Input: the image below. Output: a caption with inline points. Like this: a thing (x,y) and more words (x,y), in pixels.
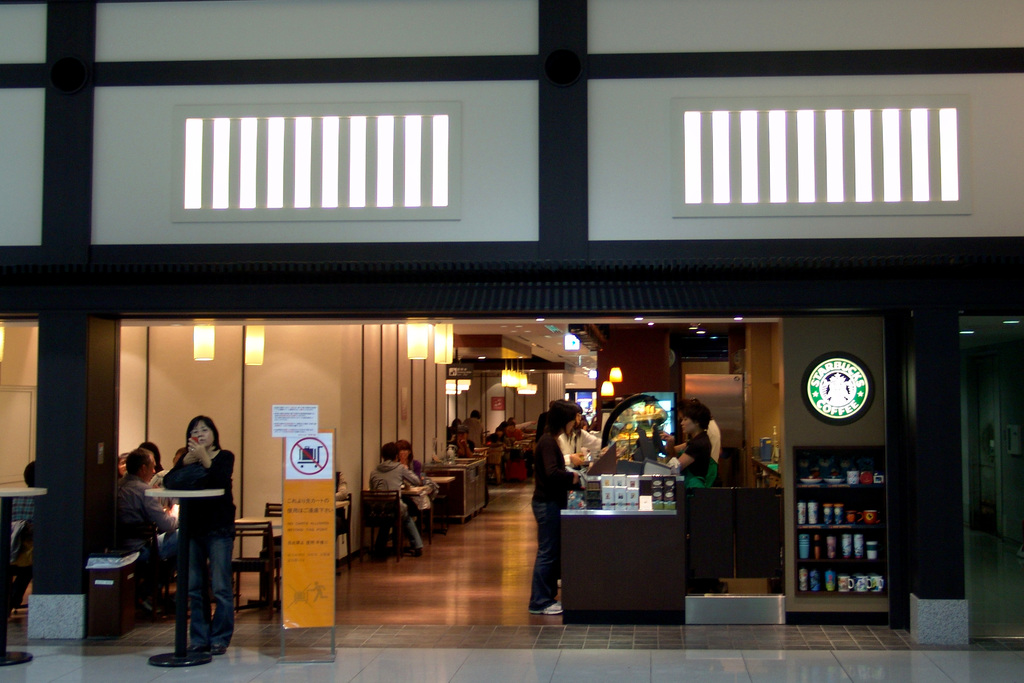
In the image we can see there is a woman (197,487) standing outside near the table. Behind there is a coffee shop (533,400) in which people (391,461) are sitting on the chair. A person (554,460) is standing near the cash counter (671,483) and there are mugs (863,479) and cups (848,514) kept on the shelf (833,488).
